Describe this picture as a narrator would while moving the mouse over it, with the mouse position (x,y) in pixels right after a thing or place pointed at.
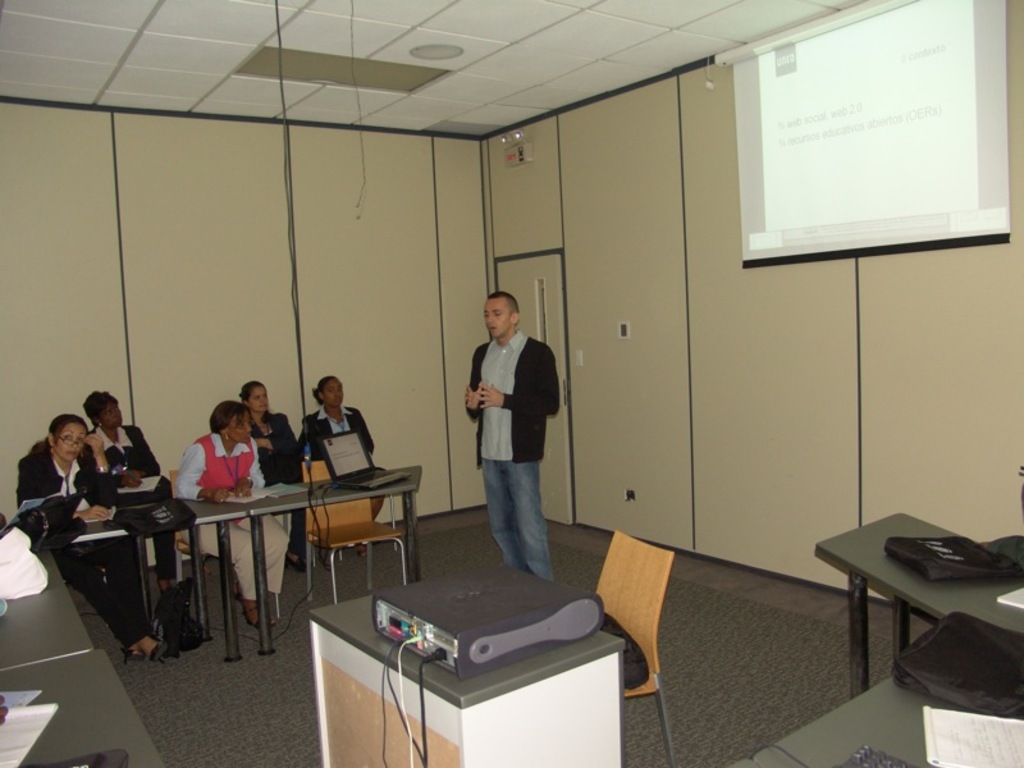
In the picture we can see a classroom (272,660) with a man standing and teaching something to the students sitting in front of him on the chairs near the tables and on the table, we can see a laptop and near to him we can see a desk (358,744) on it, we can see a projector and to the wall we can see a screen (920,161) with some information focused on it and we can see a door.
